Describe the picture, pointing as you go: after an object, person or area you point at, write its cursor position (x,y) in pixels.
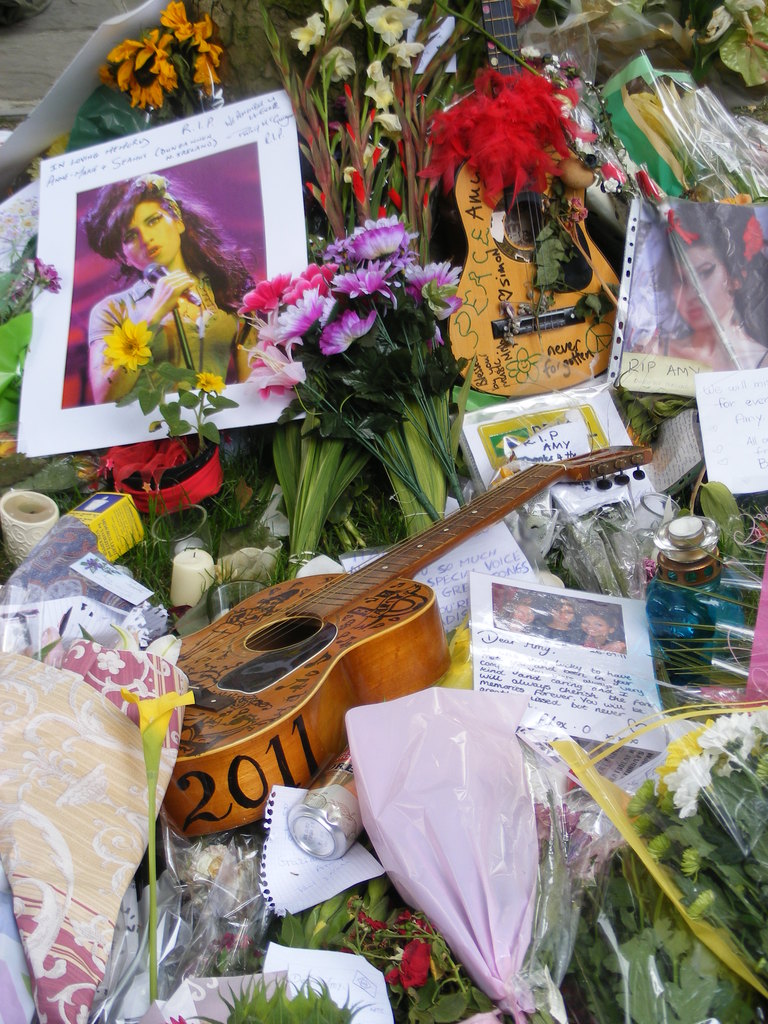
This image seems like it is a combination of flowers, guitars (512,249), photos (207,243), papers (95,167) and decorative items (76,721).
